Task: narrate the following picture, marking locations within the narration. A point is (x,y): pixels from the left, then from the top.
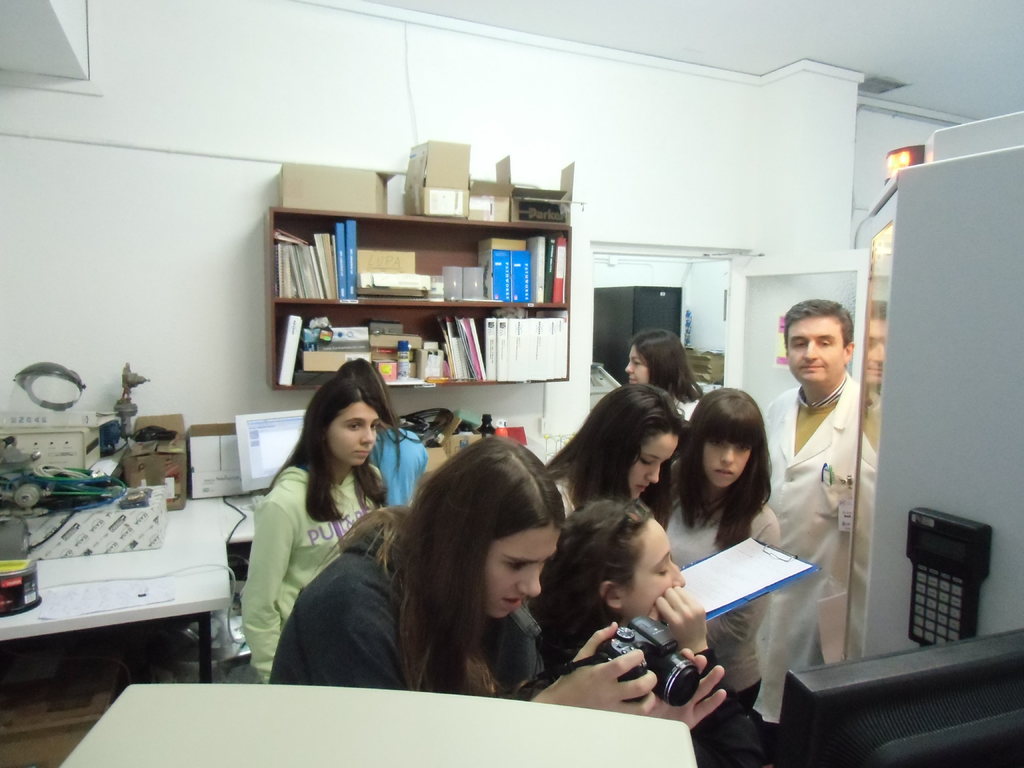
There is a woman (492,477) in black color t-shirt (396,656) holding a camera (646,660) and capturing something in front of a monitor (965,760) and a white color object (506,707). In the background (839,470), there are persons (813,514) standing on the floor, there is a table (213,507) on which there is a monitor (252,452) and other objects (10,548), there are files (545,330) and other objects (307,194) arranged on the shelves (540,312) and there is white wall (288,83).
